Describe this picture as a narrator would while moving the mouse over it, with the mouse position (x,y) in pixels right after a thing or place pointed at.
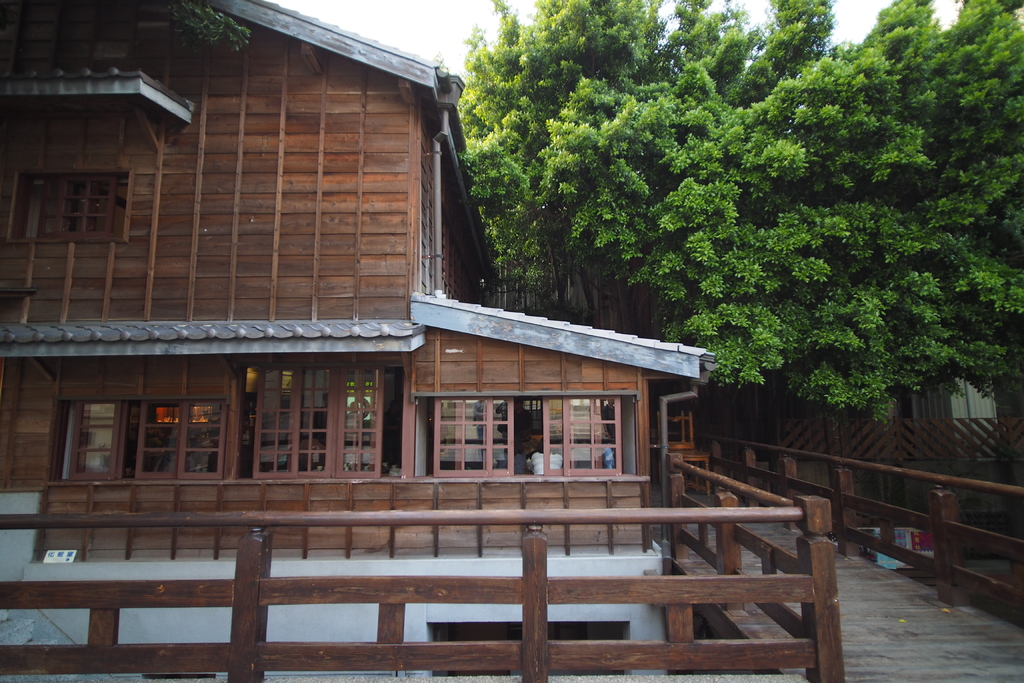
In this picture we can see a house (331,398) and we can find few people (535,458) in the house (341,422), in the background (645,291) we can see few trees (660,305) and wooden fence (962,440).
